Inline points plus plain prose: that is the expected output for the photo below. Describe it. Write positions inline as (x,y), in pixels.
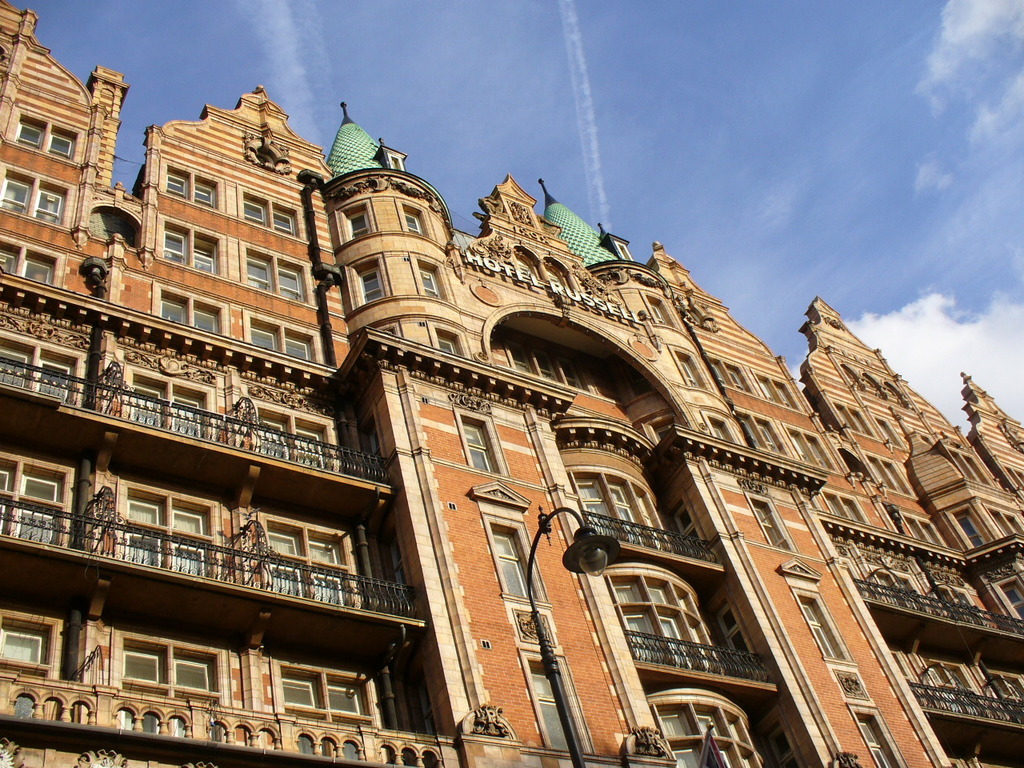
In this image, we can see a building (501,624), walls (483,564), glass windows (550,717), railings (163,730) and pipes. Background (779,167) we can see the sky (716,154). Here there is a street light (590,564) and pole (541,634).
